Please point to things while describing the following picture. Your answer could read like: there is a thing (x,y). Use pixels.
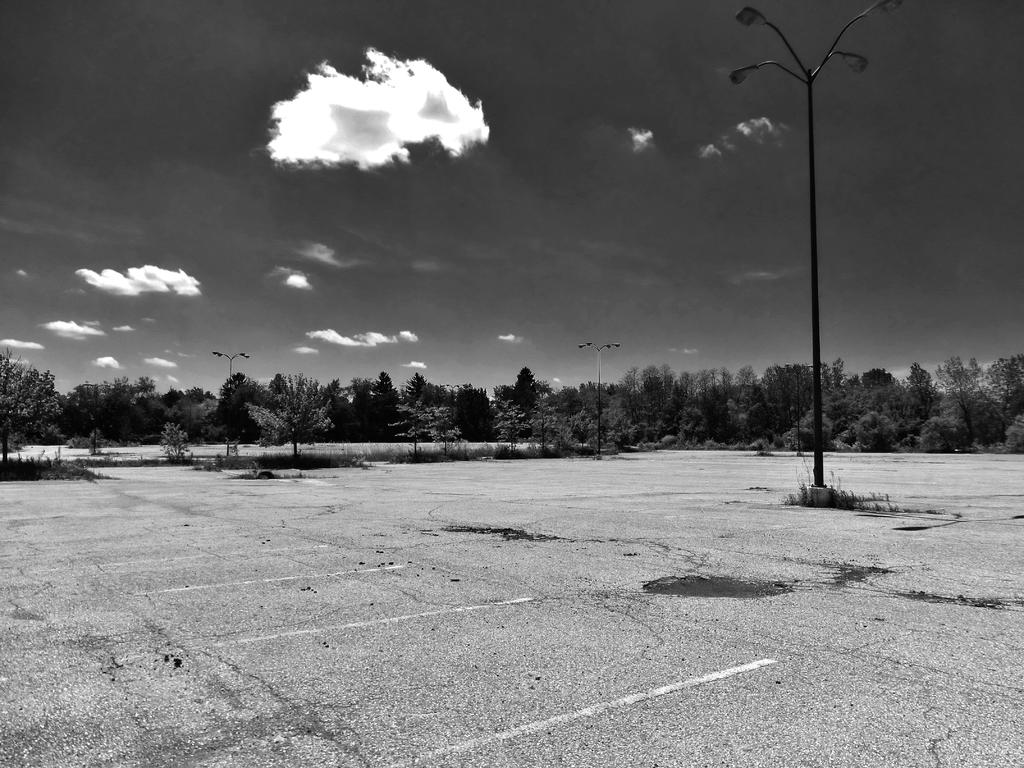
In this picture we can see poles (817,70) and lights (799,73), in the background (730,374) there are some trees (456,440), we can see the sky (505,178) at the top of the picture (462,127), it is a black and white image.
